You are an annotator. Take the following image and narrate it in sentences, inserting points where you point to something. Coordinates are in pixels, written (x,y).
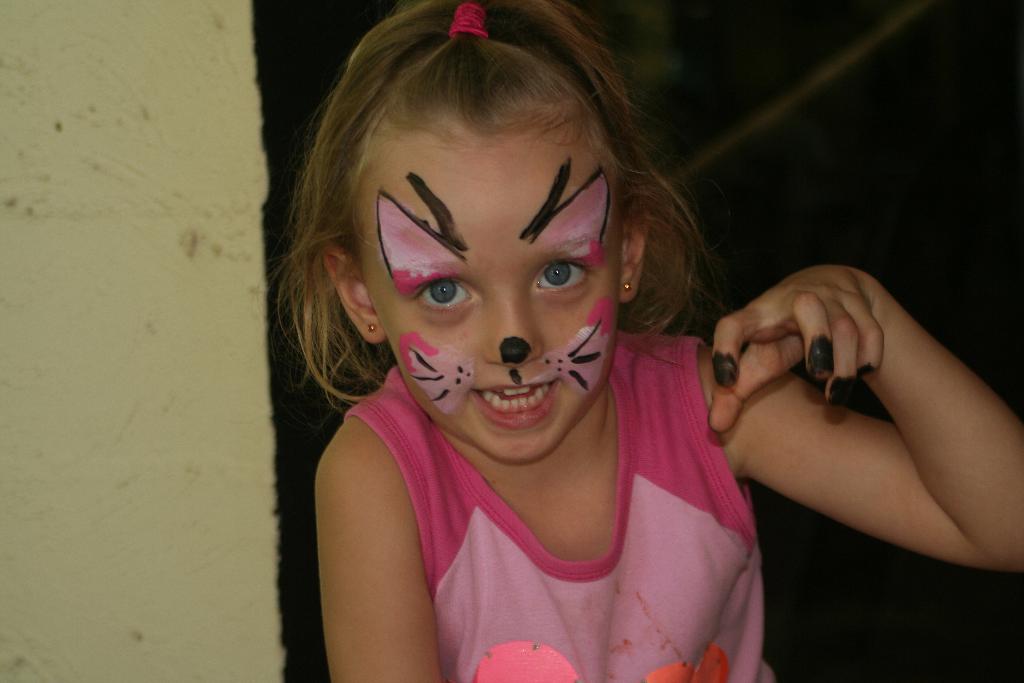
This is a girl (514,576) with face paint (444,270). I think this is a wall (143,414). The background (674,29) looks blurry.
